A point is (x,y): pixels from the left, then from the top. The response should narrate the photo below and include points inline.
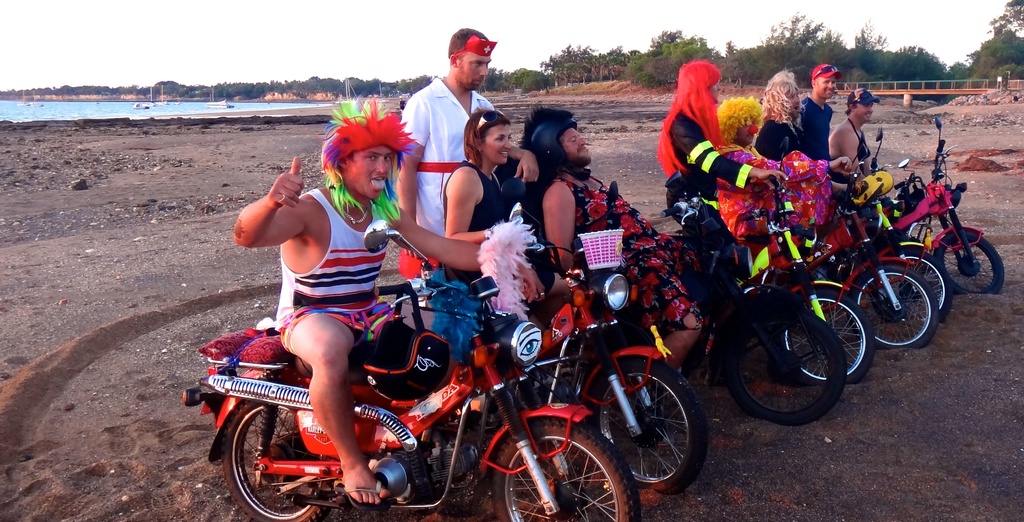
This is a picture taken in the out door, there are the people (317,336) sitting on the motor vehicle (629,375) in a fancy dress (755,119) and the background of the people (689,120) there is a trees (735,53), sky (243,47) and water (46,111).
